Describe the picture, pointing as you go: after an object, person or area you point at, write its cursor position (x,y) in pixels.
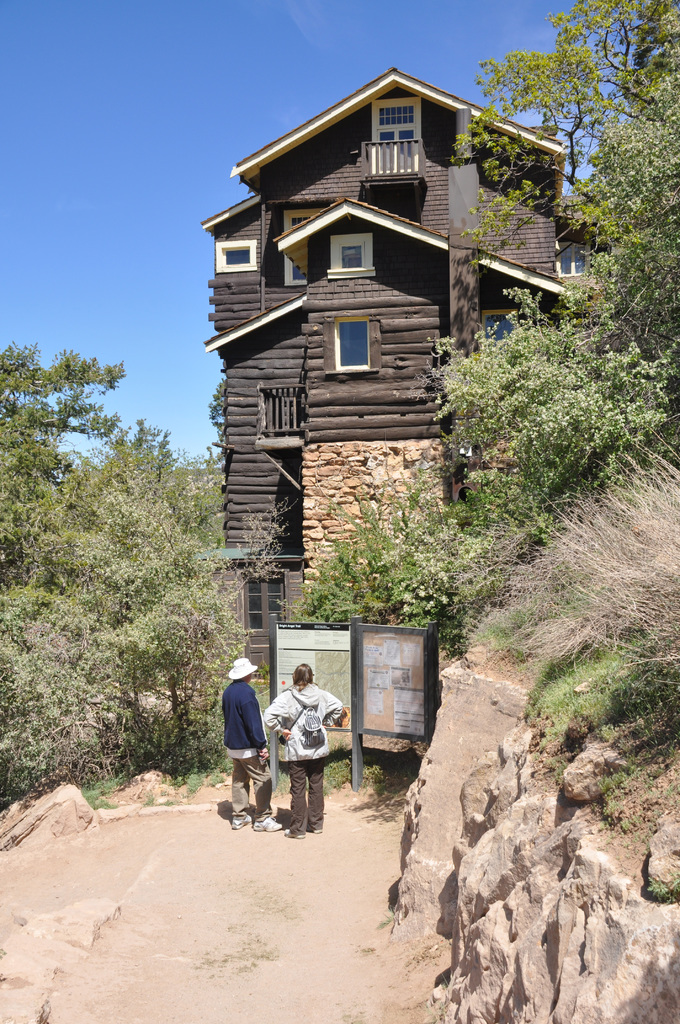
In this image I can see the ground (257,943), few huge rocks (586,835), few trees (588,365) which are green in color, few persons (254,689) standing, few boards (372,648) and a building (359,295) which is made up of wooden logs (424,345). In the background (388,27) I can see the sky (242,94).
